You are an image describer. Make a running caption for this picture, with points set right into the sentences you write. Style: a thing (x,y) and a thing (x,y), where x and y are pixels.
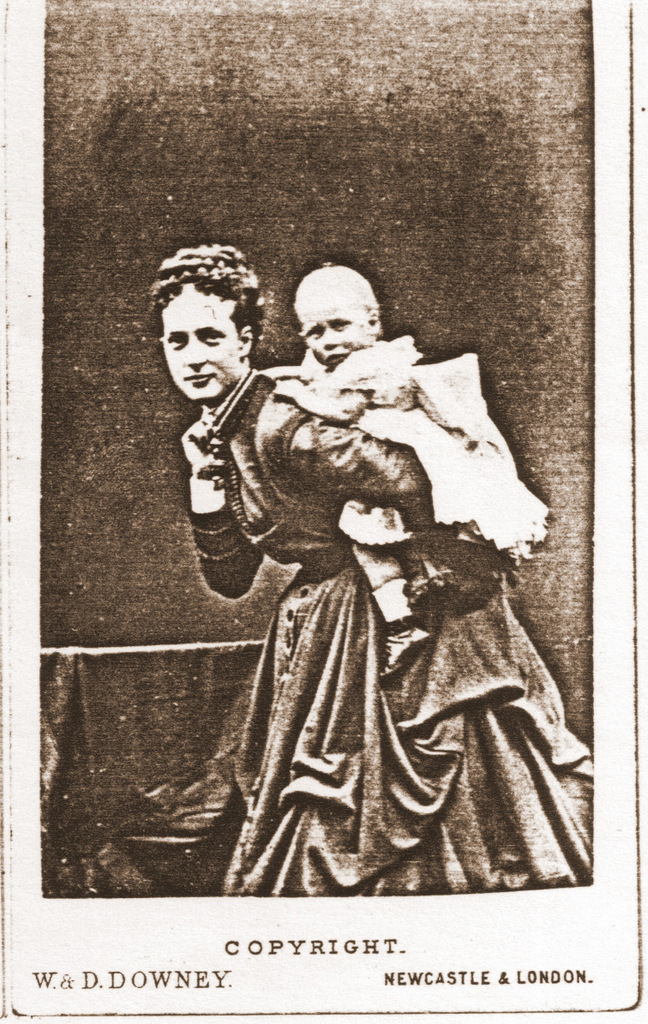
In this picture we can see the paper (442,936) on which we can see some text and image (405,463) of a woman (398,443) carrying baby (405,413).
